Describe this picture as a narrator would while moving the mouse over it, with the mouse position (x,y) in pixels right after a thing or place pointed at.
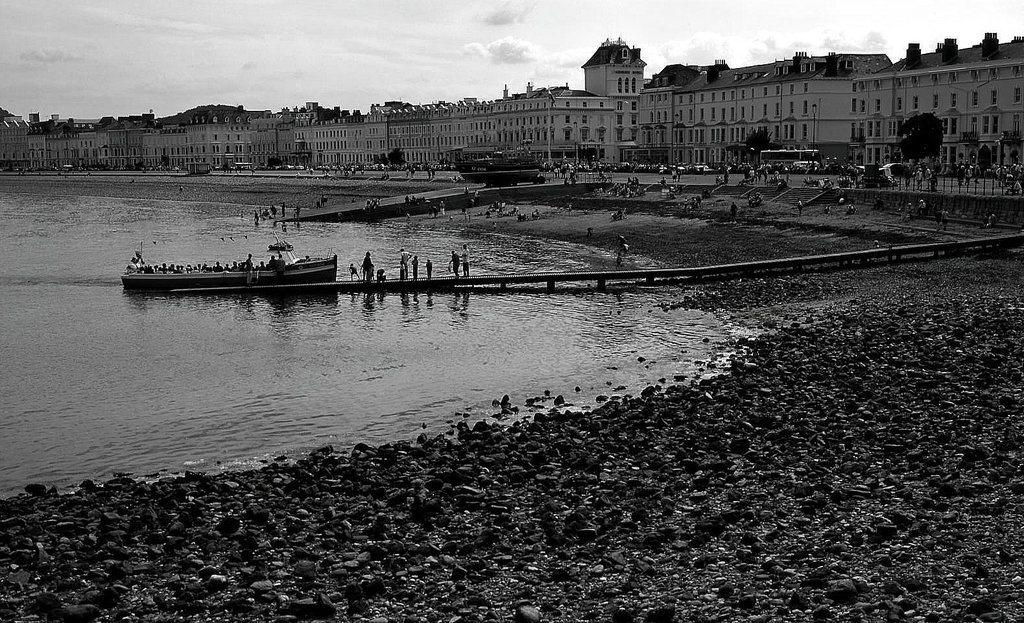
In this image there are rocks (1005,560), group of people (159,264) sitting on the boat (302,257), which is on the water (257,304), a wooden bridge (488,275), buildings (17,139), trees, sky (392,68).
